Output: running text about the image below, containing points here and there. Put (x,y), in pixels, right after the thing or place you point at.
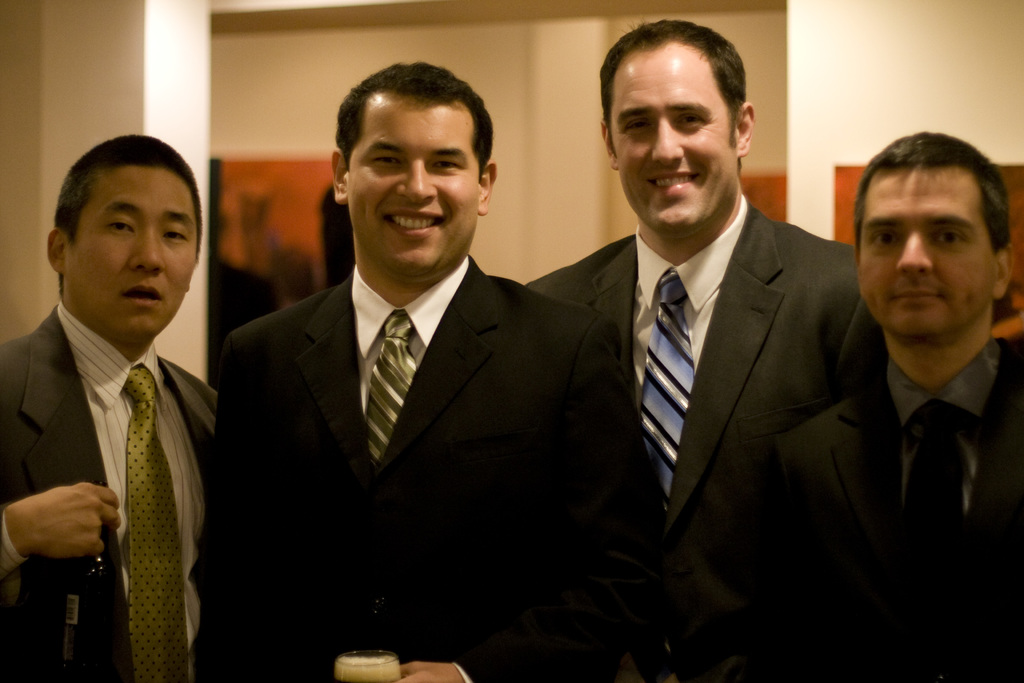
In this picture we can see four persons (891,175) wore blazers (278,410), tie (396,355) and they are smiling. In the background (239,220) we can see wall (278,68), pillars (158,71), some paintings (269,165), frames (842,187) and the middle person (431,139) is holding glass (345,666) in his hand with full of drink (358,655) and on left side (109,496) person (71,362) is holding bottle (77,582) in his hand (90,546).
